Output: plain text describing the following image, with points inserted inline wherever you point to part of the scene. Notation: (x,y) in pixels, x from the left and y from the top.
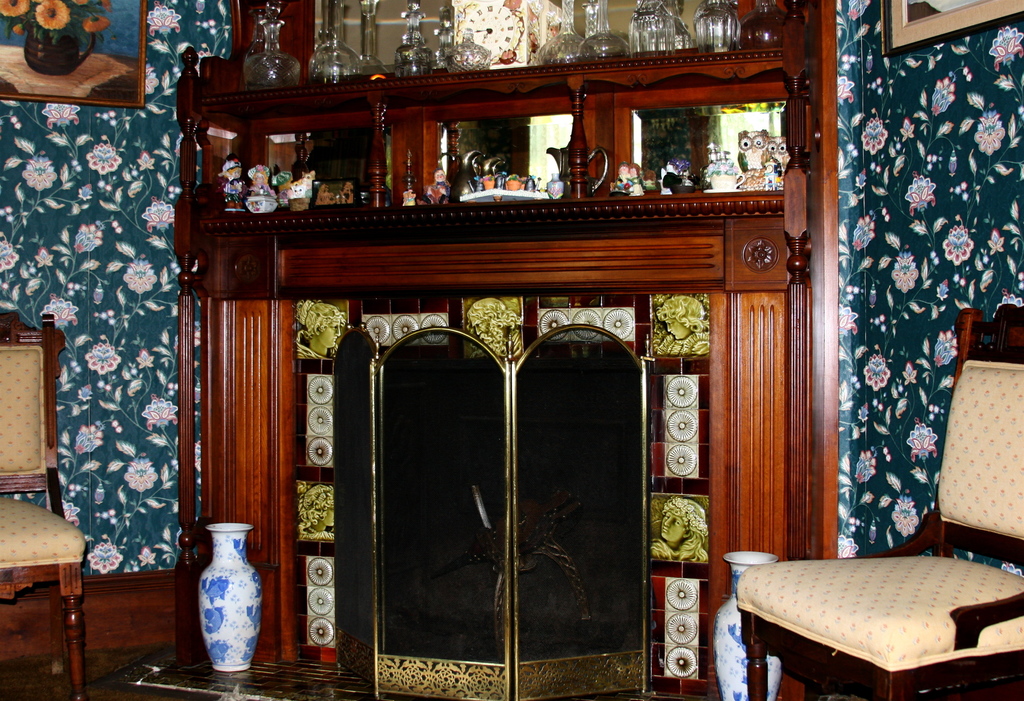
The photo is taken inside a room (414,342). there are many furniture (341,443) in the room (674,409). There are two chairs (801,572). There are two flower vases (219,582) on the sides. In the background (267,217) there is a shelf (370,164) on it there are so many statues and bottles (402,42). On the wall (991,84) there are painting (111,75). The wall (956,145) is having floral wallpaper (116,361).
